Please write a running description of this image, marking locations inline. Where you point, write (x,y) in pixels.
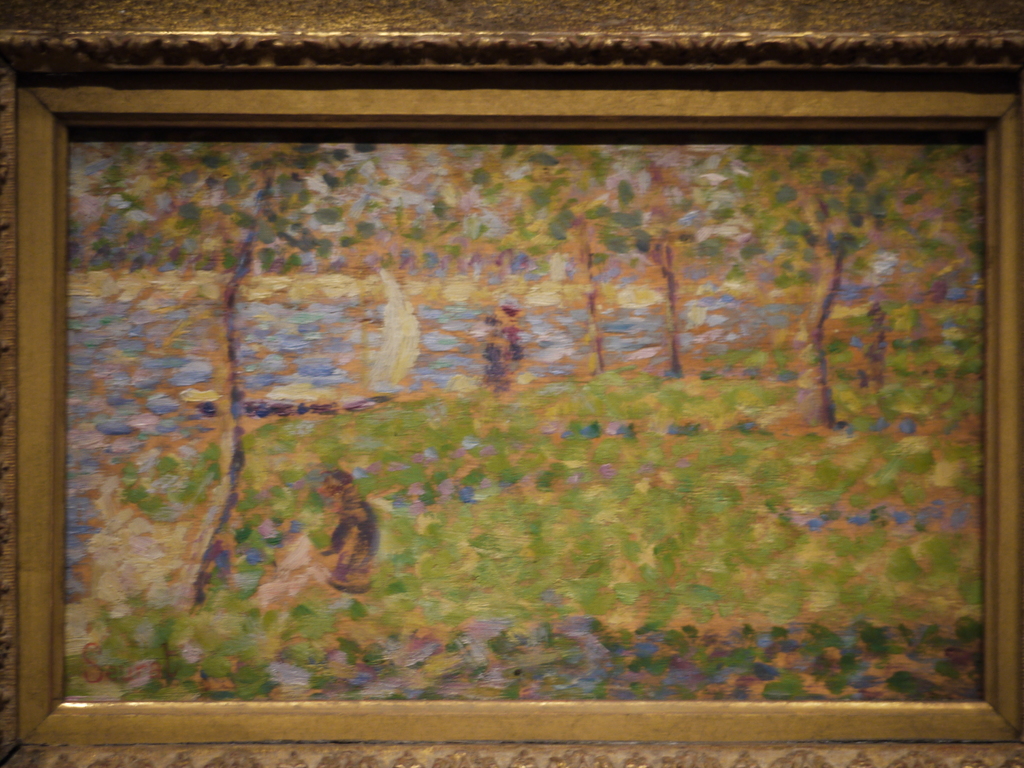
In the picture we can see a photo frame (41,310) with a painting (165,550).
